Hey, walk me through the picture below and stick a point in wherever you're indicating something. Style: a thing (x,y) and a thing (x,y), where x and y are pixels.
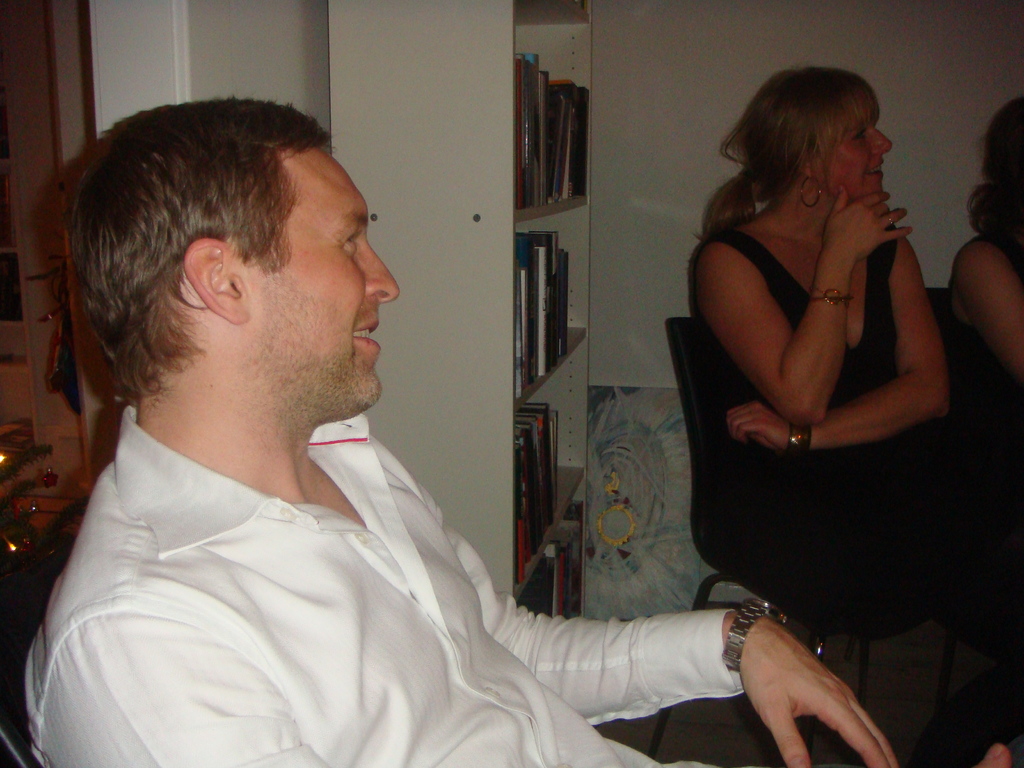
This picture seems to be clicked inside the room (788,418). In the foreground (347,438) we can see a man (285,569) wearing a shirt (377,588), smiling and sitting on the chair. On the right (1001,245) we can see the two people (850,232) sitting on the chairs (961,621). On the left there is a cabinet (470,81) containing books (579,146) and some other items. In the background (762,36) we can see the wall (753,73) and some other objects (42,459).
